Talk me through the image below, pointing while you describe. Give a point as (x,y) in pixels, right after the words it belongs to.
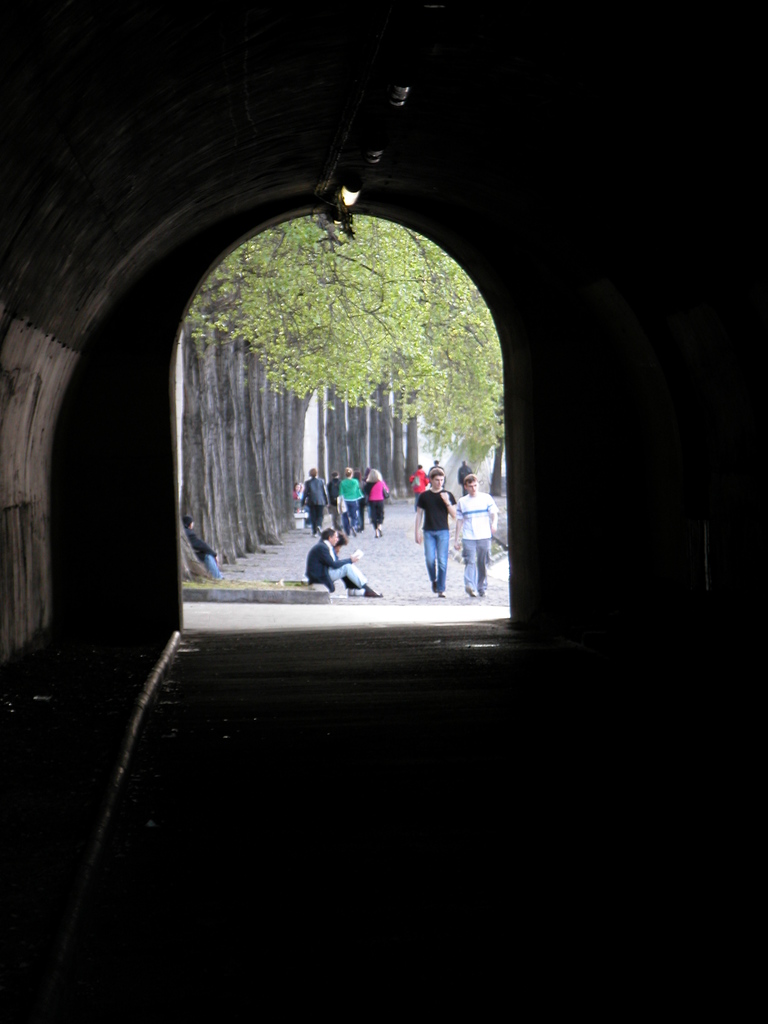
In this picture we can observe a tunnel (526,221). There are some people (447,526) walking and sitting in this path (403,542). In the background (317,330) there are trees (347,311).
